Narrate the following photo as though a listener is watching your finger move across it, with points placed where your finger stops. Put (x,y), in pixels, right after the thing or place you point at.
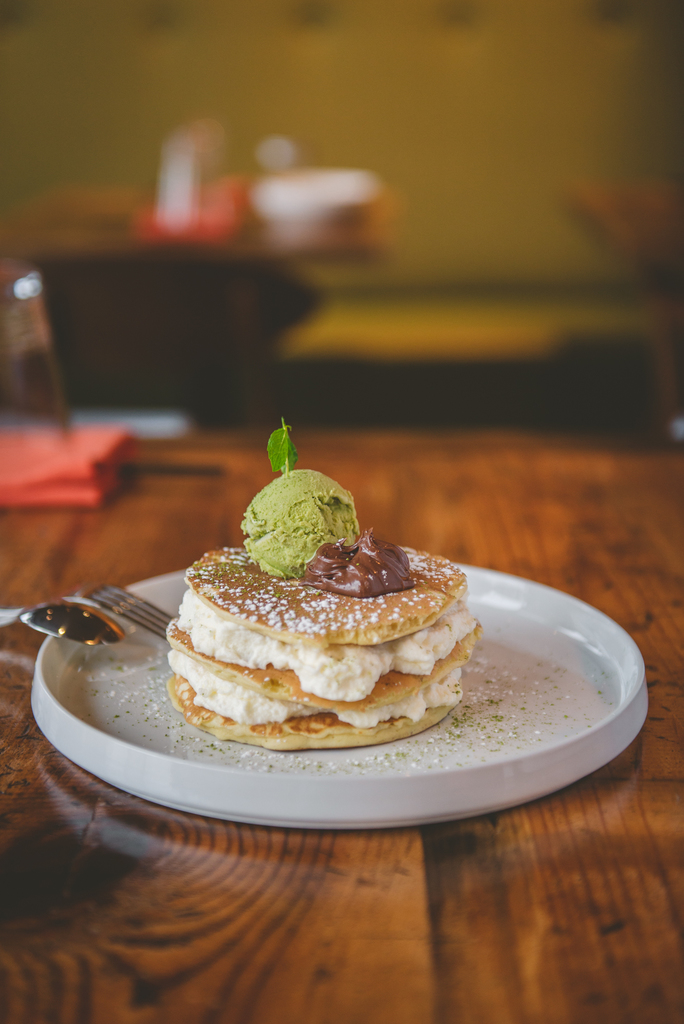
In this image, we can see some food item (202,579) on a white colored object (520,727) is placed on the wooden surface (116,881). We can see some spoons (92,609) and the background (528,27) is blurred.
